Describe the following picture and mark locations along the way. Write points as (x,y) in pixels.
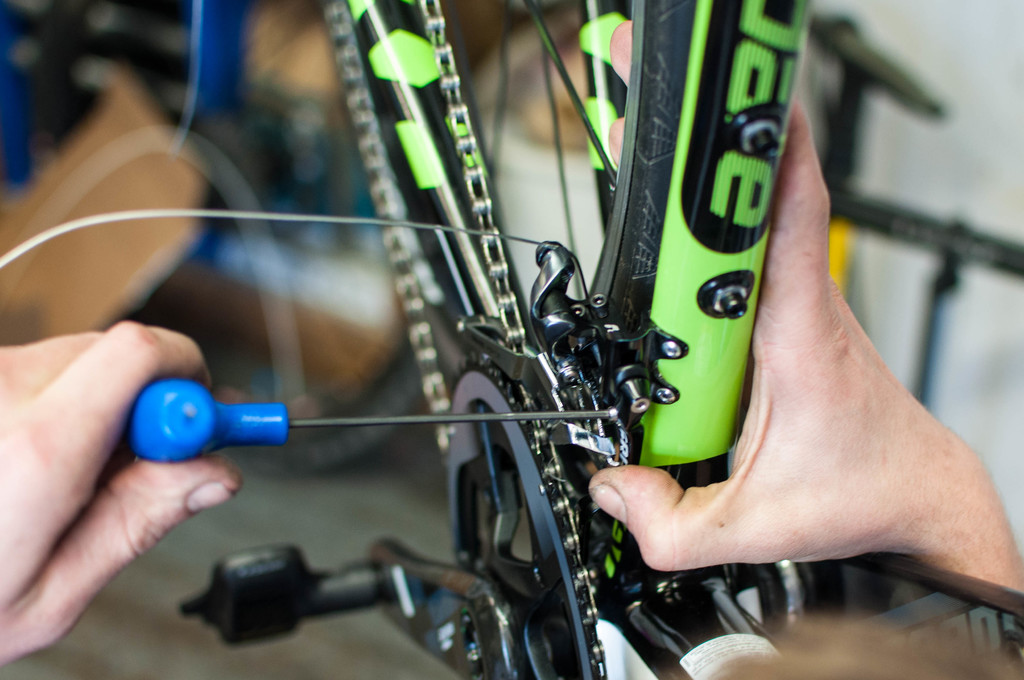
In this image, we can see a bicycle (706,205) and there are two hands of a person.
